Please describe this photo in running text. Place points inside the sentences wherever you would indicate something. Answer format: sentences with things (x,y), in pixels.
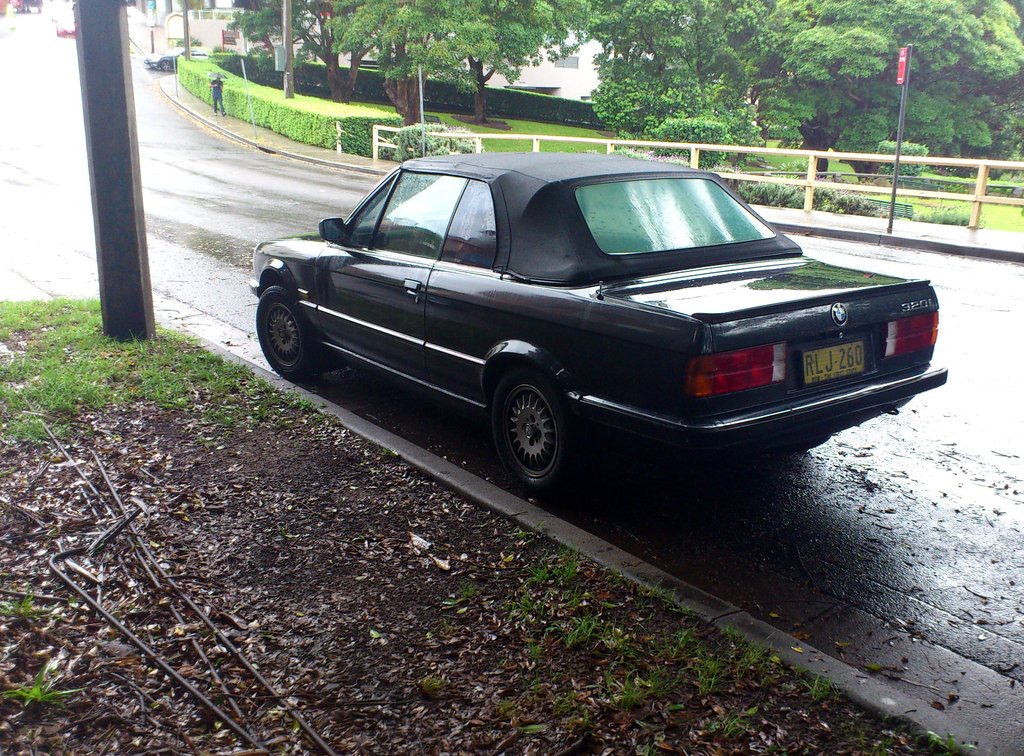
In this picture we can see vehicles (270,249) and a person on the road (226,228) and in the background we can see trees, plants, buildings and poles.
